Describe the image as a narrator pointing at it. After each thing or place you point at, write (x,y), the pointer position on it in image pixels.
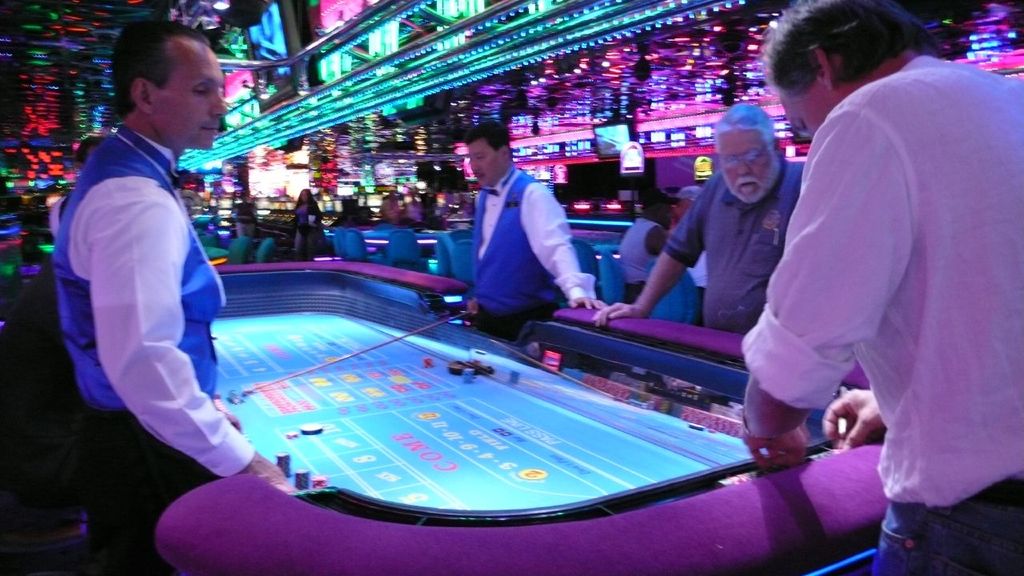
In this image I can see group of people (1016,374). The person (903,281) in front (898,361) wearing white shirt (903,349), blue pant (920,526). Background (265,161) I can see few persons (498,137) standing and colorful lights (393,171).
